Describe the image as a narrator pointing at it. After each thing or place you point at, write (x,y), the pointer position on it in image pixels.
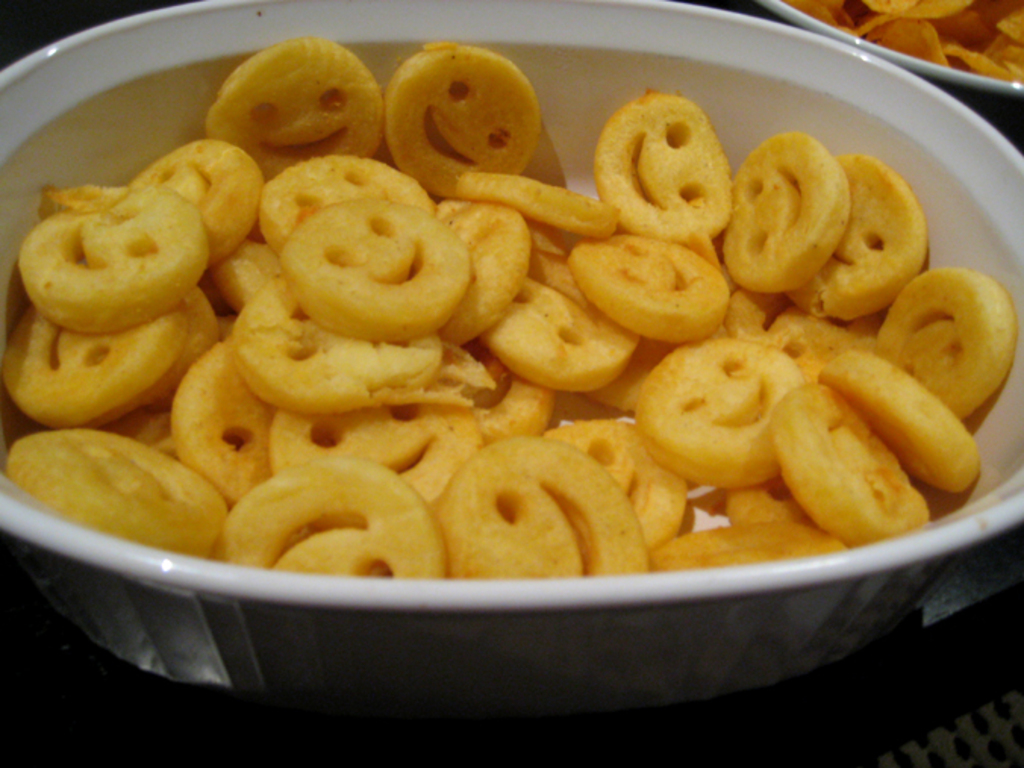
In this image we can see bowls (849,85) with some food items (899,47).
